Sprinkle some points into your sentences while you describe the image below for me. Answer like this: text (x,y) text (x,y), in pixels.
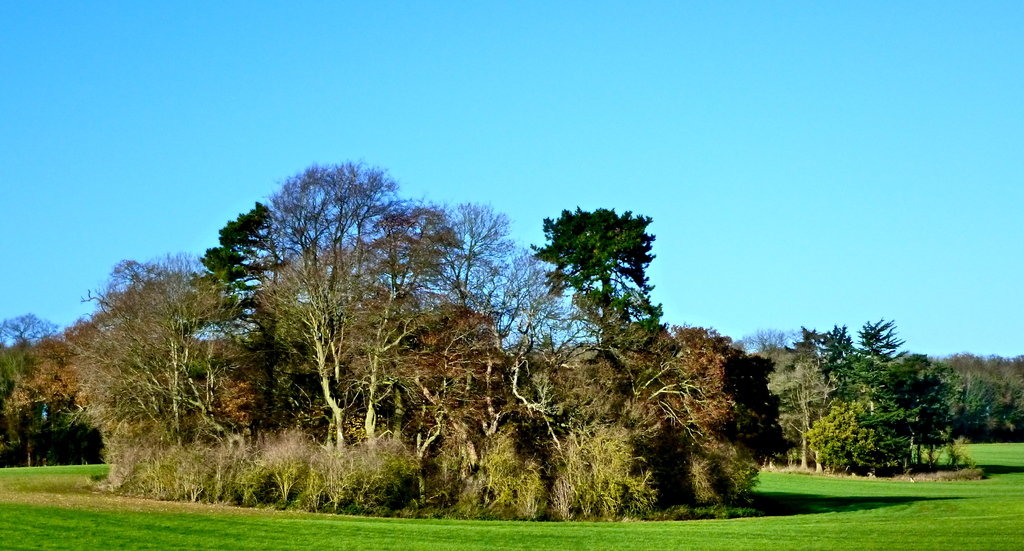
In the picture we can see a grass surface (604,548) on it, we can see a group of plants (610,394) and trees (450,357) and behind it, we can see many trees (978,376) and top of it we can see the sky (712,156) which is blue in color.
